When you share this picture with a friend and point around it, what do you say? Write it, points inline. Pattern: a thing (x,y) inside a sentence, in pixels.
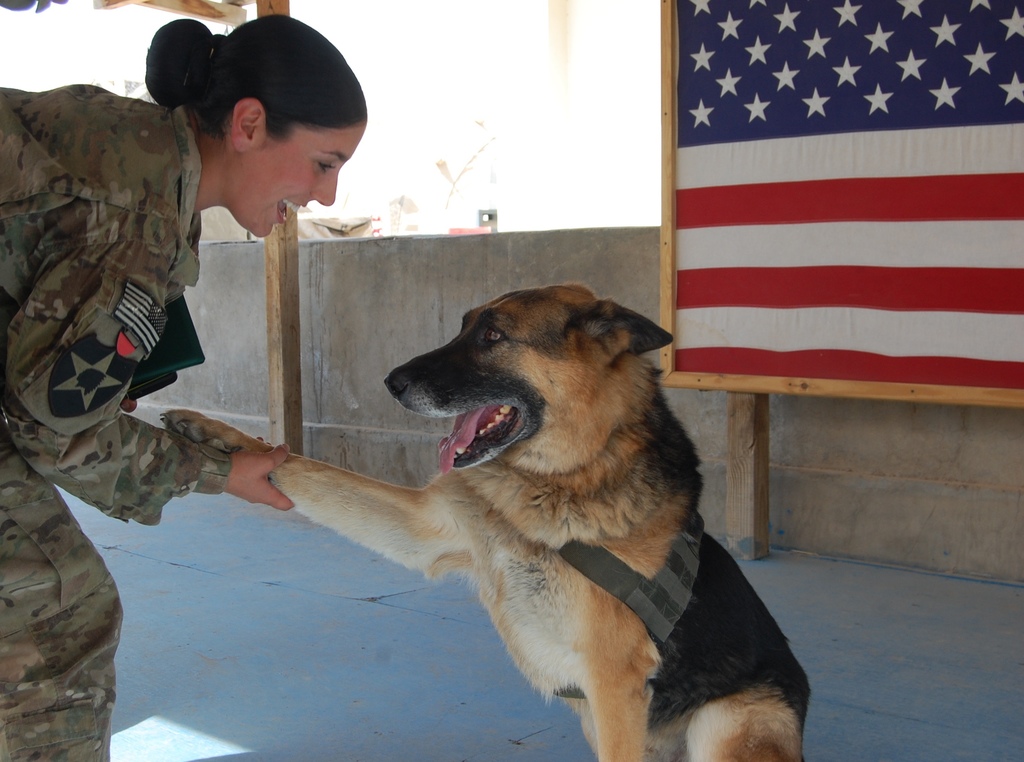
In this image we can see a woman (261,210) is standing and smiling, and she is holding the dog (446,468), and here is the wall (616,275), and at back (849,255) here is the flag (823,263).
